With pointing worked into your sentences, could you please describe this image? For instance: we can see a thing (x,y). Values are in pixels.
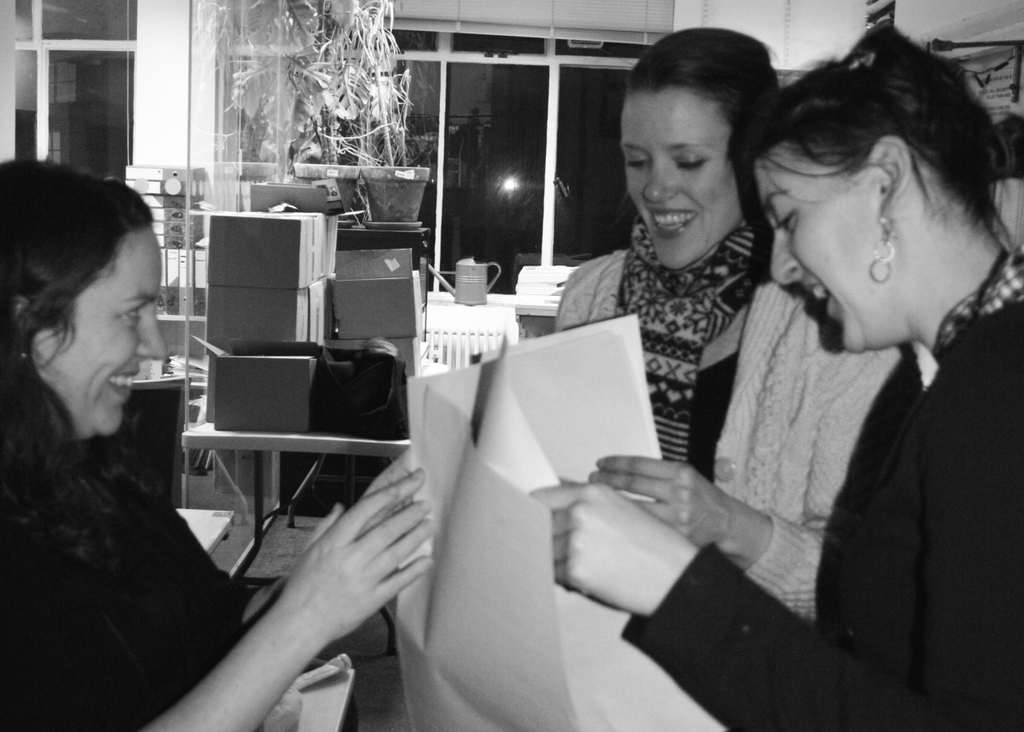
In the image there are three women (595,589) in the foreground (667,485), they are holding some papers (558,419) and behind them there are some boxes (243,319), plants (360,186), a watering jug (460,264) and in the background (464,51) there are windows (43,116).
